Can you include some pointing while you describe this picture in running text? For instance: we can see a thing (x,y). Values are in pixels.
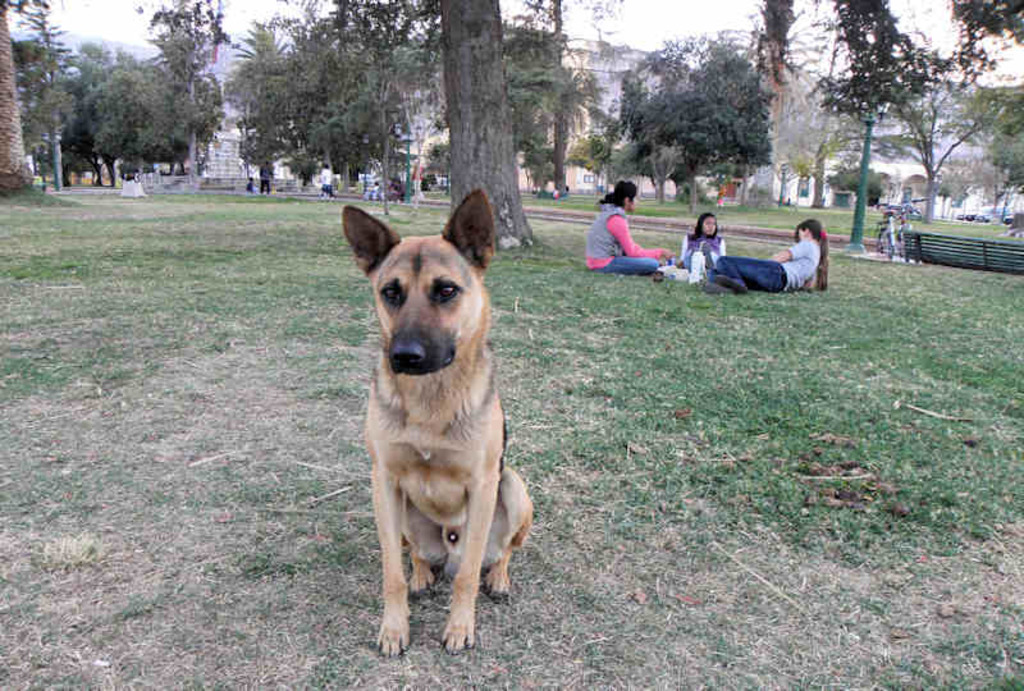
In this image there is a dog (451,391) sitting on the ground (559,454). Behind the dog (476,422) there are three girls (698,226) who are sitting in the grass (692,298). In the background (500,160) there are trees (376,106) and buildings (620,80). On the right side (955,237) there is a bench (948,245), beside the bench (926,242) there are cycles (883,207).
